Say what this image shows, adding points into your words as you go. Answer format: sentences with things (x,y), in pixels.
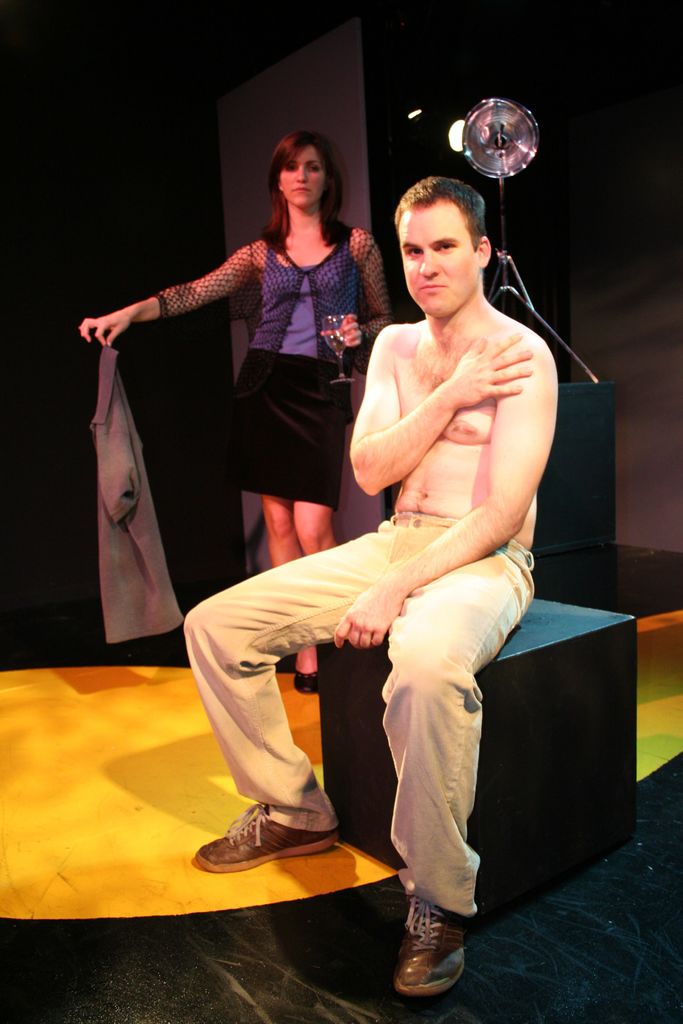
In this image there is one person (402,543) who is sitting on a box (568,675), and in the background (308,290) there is one woman (316,284) who is holding a cloth (120,596) and light (493,124), wall (245,199) and some objects (558,456). At the bottom (132,870) there is floor (130,708).
